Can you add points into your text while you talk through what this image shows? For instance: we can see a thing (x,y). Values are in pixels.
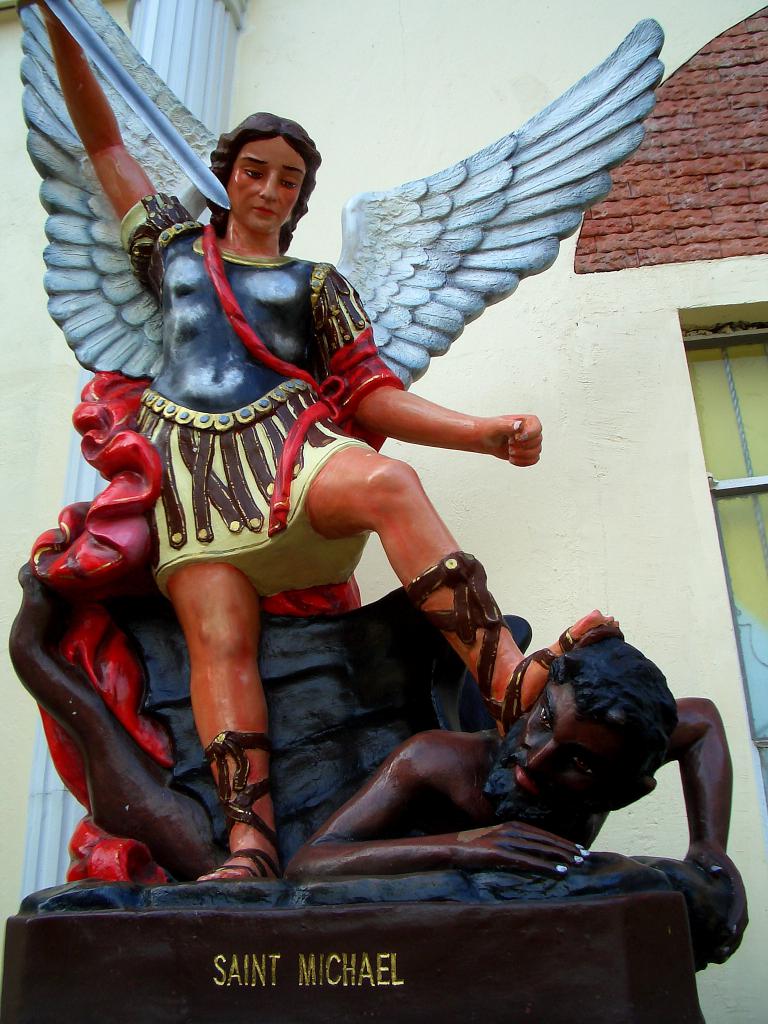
In the image there is a statue (360,468) and behind the statue (291,261) there is a wall (661,515).
